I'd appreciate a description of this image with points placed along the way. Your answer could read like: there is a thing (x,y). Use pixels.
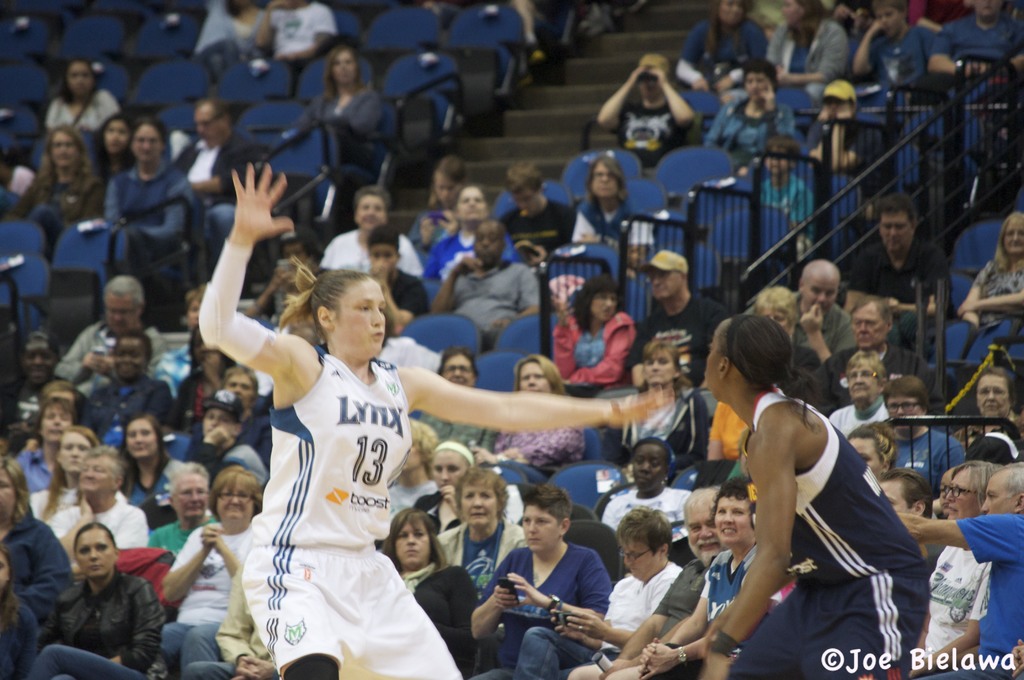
This picture shows many people (687,324) seated on the chairs (405,36) and we see a woman (354,469) with arms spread and another woman (821,650) standing and we see text (822,654) at the bottom right corner of the picture (937,654).
